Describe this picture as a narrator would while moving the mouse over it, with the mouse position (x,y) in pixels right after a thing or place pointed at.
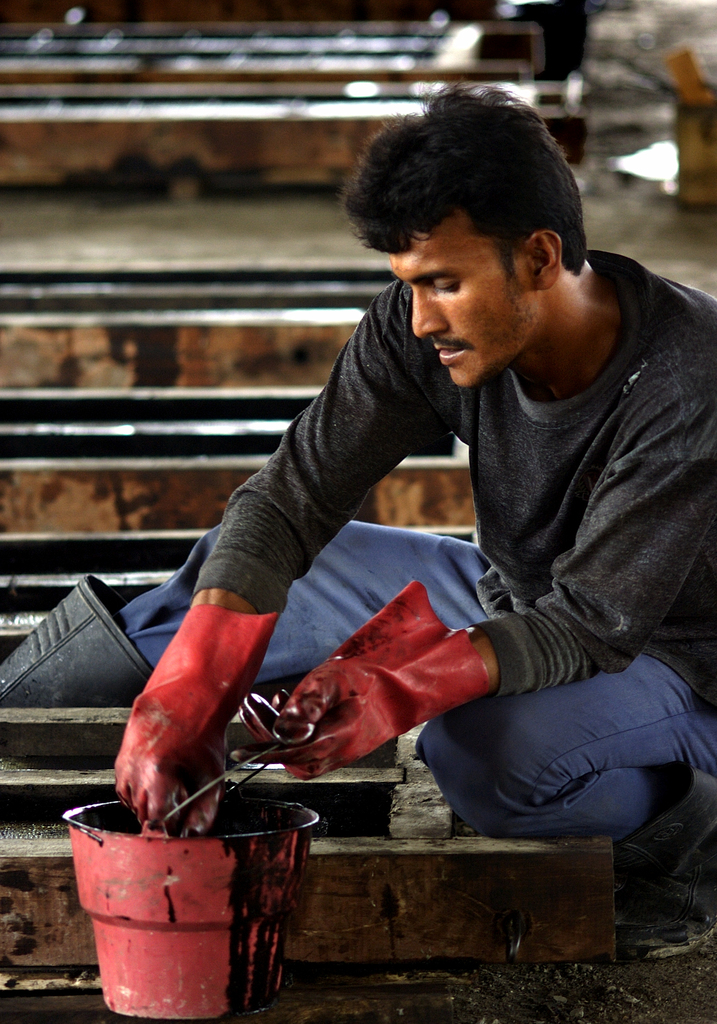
As we can see in the image there are wooden beams (295,377). There is pot (136,899) and on the right side (580,520) there is a man (585,505) wearing grey color sweatshirt (580,427).
